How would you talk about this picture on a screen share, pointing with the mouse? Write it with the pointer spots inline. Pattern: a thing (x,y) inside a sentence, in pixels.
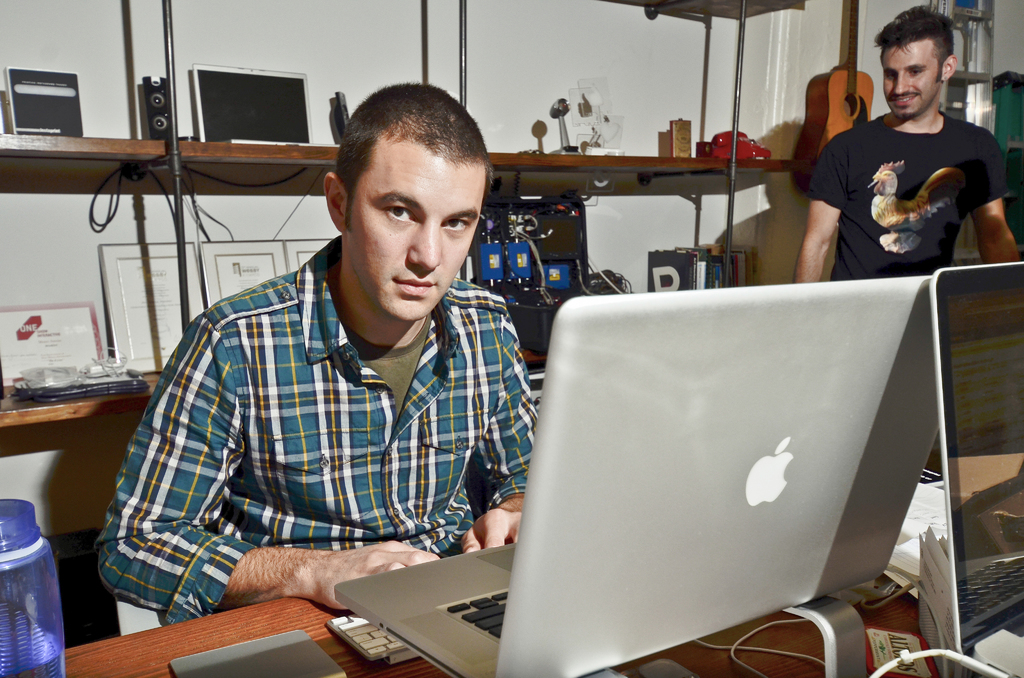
This is the picture where we have two people (405,311) in the screen the one is sitting on the chair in front of the table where we have a laptop (778,438) and the one is standing beside him and there is a shelf (773,4) where some things (214,102) are placed.
